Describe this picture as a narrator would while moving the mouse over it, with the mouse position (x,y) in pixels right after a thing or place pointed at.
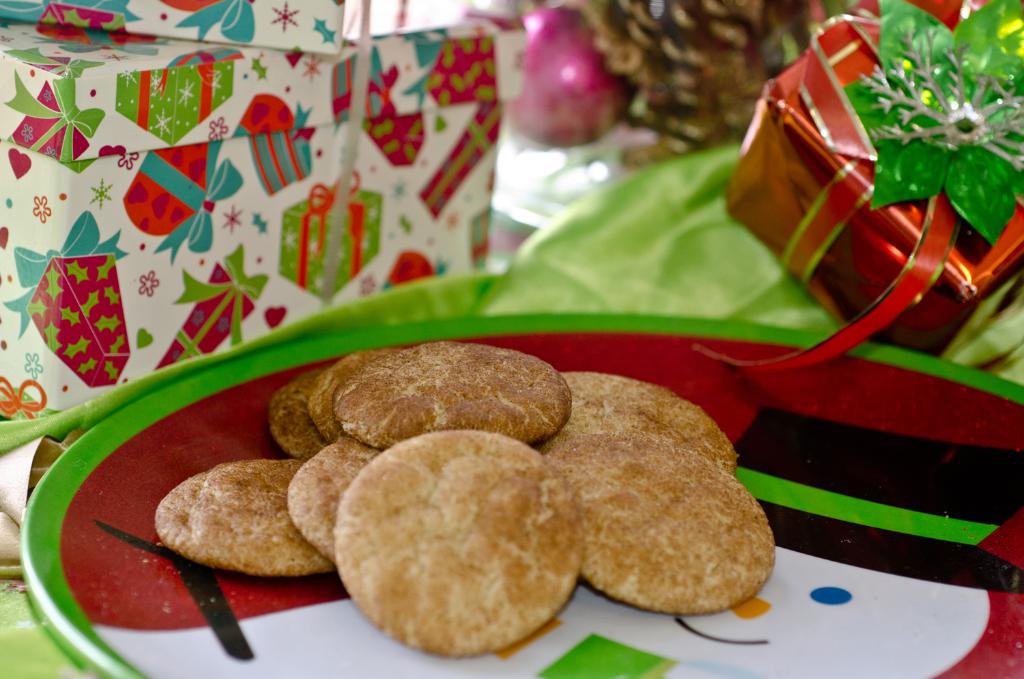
In this picture we can observe some biscuits (322,531) placed in the plate (290,675). The plate (121,554) is in red, white and green colors. We can observe some gifts (452,150). All are placed on the table (492,277).
